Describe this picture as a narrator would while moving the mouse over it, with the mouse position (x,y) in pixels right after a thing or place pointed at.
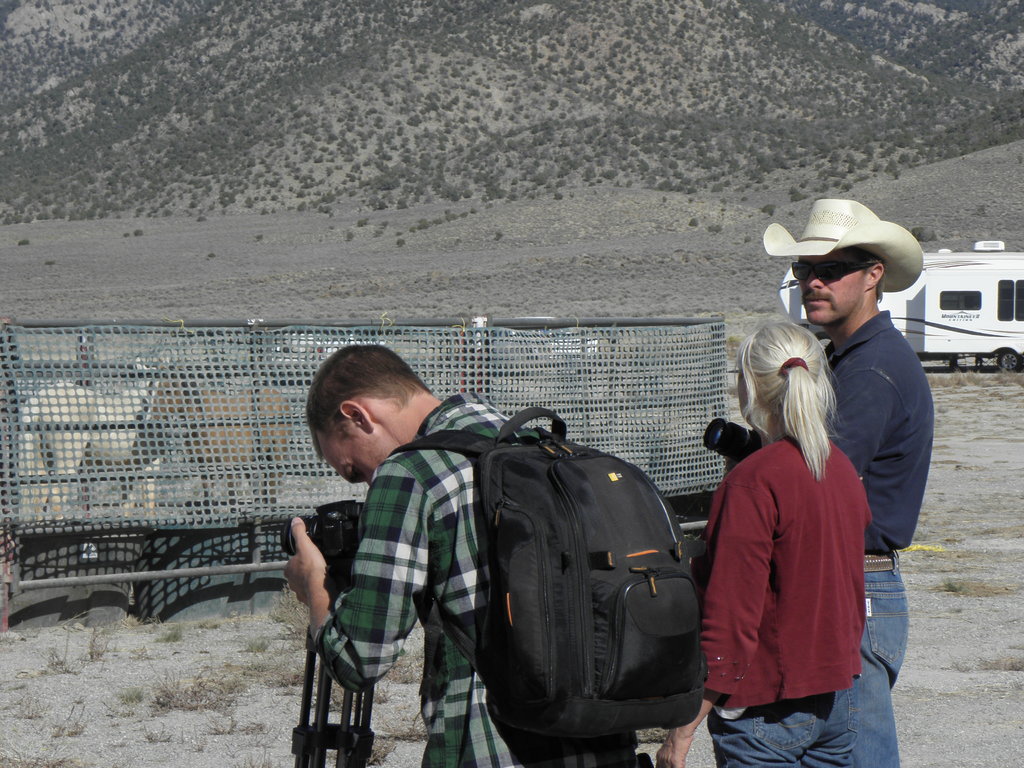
in this image i can see 3 people (295,577). the person (432,581) at the left (335,672) is wearing green color shirt (436,500) with a black color backpack (521,520). he is holding a camera (337,537) and a tripod (324,730). the person (799,572) at the center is wearing maroon t shirt (806,532). the person (856,438) at the right (865,414) is wearing blue t shirt (852,339) and cream hat (861,228). behind them there is a vehicle (965,297) and trees (412,103) and mountains (354,91).
